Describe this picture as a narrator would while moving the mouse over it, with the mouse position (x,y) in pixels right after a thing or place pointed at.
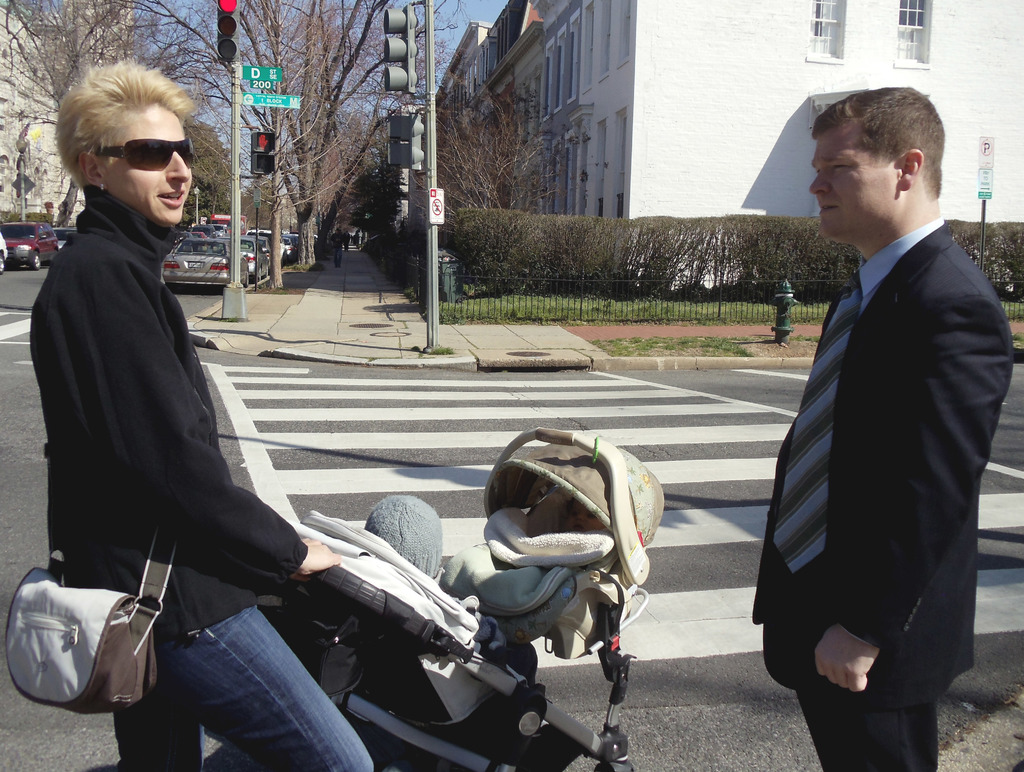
This 2 persons (221,729) are standing on a road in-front of a baby chair (485,678). This person (163,322) is carrying a bag (69,598) and wore black jacket (155,460). This person (838,401) wore black suit (924,349). Far there are buildings (810,104) with windows (561,64). This are bare trees (175,30). This is a signal light (229,40) with a pole (227,285). Vehicles (13,248) on road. These are plants (554,259).
